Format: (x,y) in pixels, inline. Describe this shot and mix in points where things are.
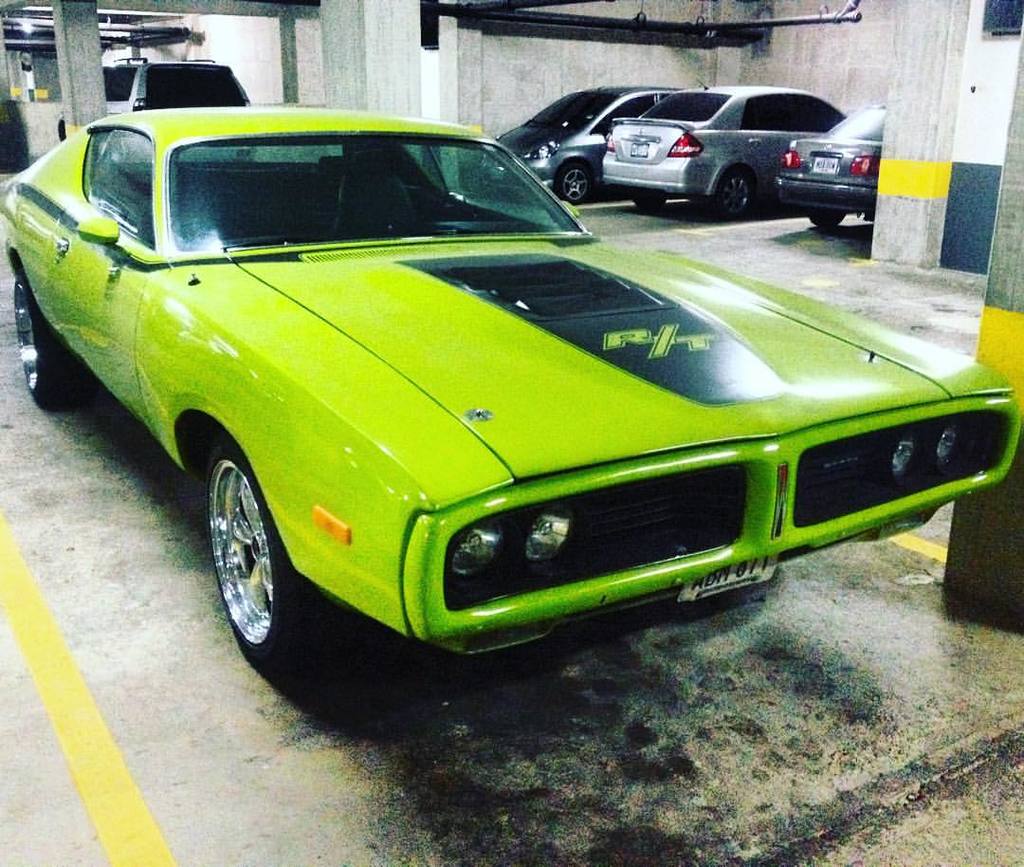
In this picture there are vehicles (471,275) and pillars (902,234). In the foreground (640,252) there is text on the vehicle (671,532). At the bottom (746,821) there is a floor (667,787). At the top (24,37) there is a light (28,23) on the roof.
